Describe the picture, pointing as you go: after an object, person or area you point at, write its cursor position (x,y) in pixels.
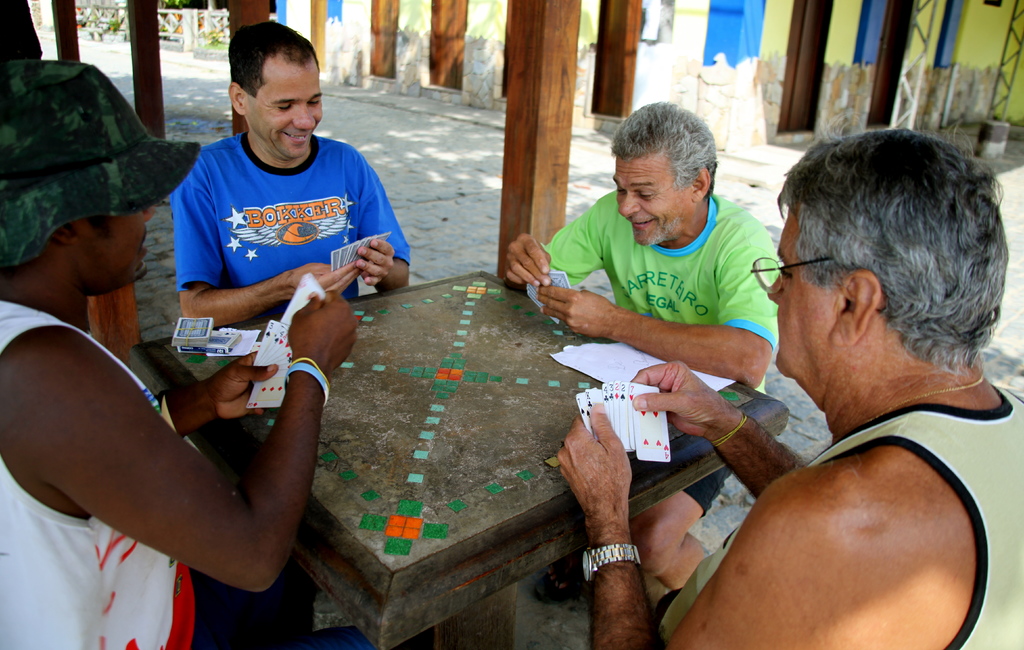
In this image there are four men (283,148) sitting around a table (548,530) and playing cards (612,399). The person (78,464) towards the left (58,457) he is wearing white t shirt (39,317) and green hat (66,203) beside him there is another person (257,194) wearing blue T shirt (300,207). The person (955,369) towards the right (952,374) he is wearing a cream top (985,636) and spectacles (811,261) behind him there is another person (703,238) wearing green T shirt (716,267). In the background (720,81) there are houses (752,49) and plants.
